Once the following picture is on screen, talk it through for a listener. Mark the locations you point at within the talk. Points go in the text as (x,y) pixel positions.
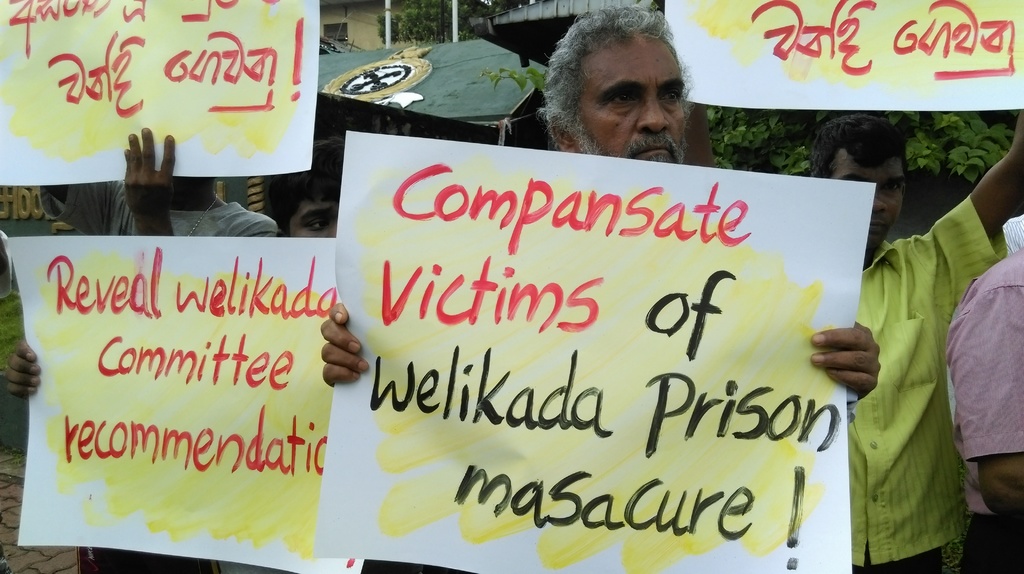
In this image we can see there are some people (644,107) standing and holding a banner (415,338) with some text (535,306). In the background (478,72) there are some buildings (337,32), trees (416,20) and utility poles (390,44).
